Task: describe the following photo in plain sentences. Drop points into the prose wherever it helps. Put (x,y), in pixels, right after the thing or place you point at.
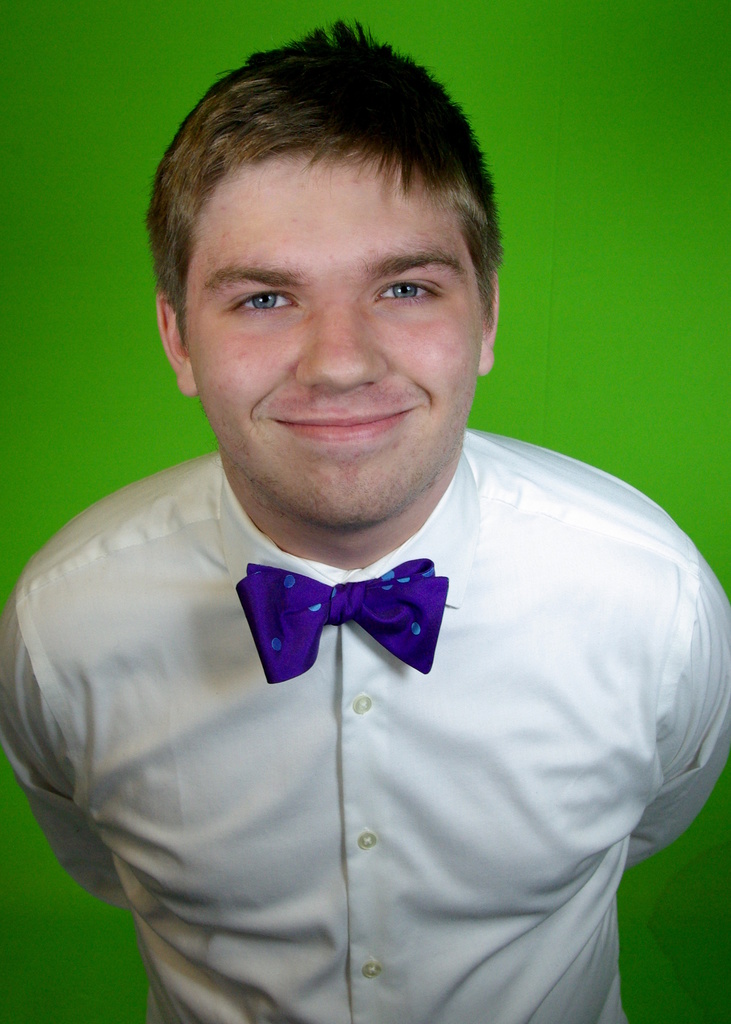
In this image I can see a man (331,743) and I can see he is wearing white shirt (386,712) and purple tie (373,603). I can also see smile (287,426) on his face (338,395) and I can see green colour in background (488,110).
